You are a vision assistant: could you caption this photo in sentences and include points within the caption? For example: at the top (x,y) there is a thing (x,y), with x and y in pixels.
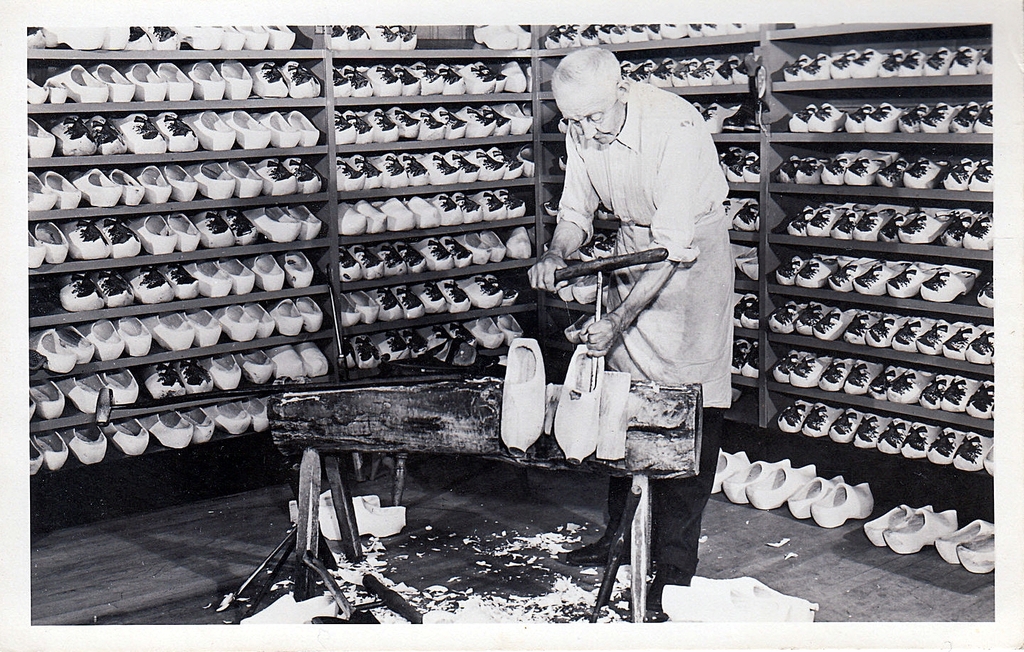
In this image we can see a person (669,323) wearing white color dress (683,200) manufacturing some shoes (528,338) by using some machine (346,423) and in the background of the image (877,325) there are some shoes (417,81) which are arranged in the shelves (325,193).
